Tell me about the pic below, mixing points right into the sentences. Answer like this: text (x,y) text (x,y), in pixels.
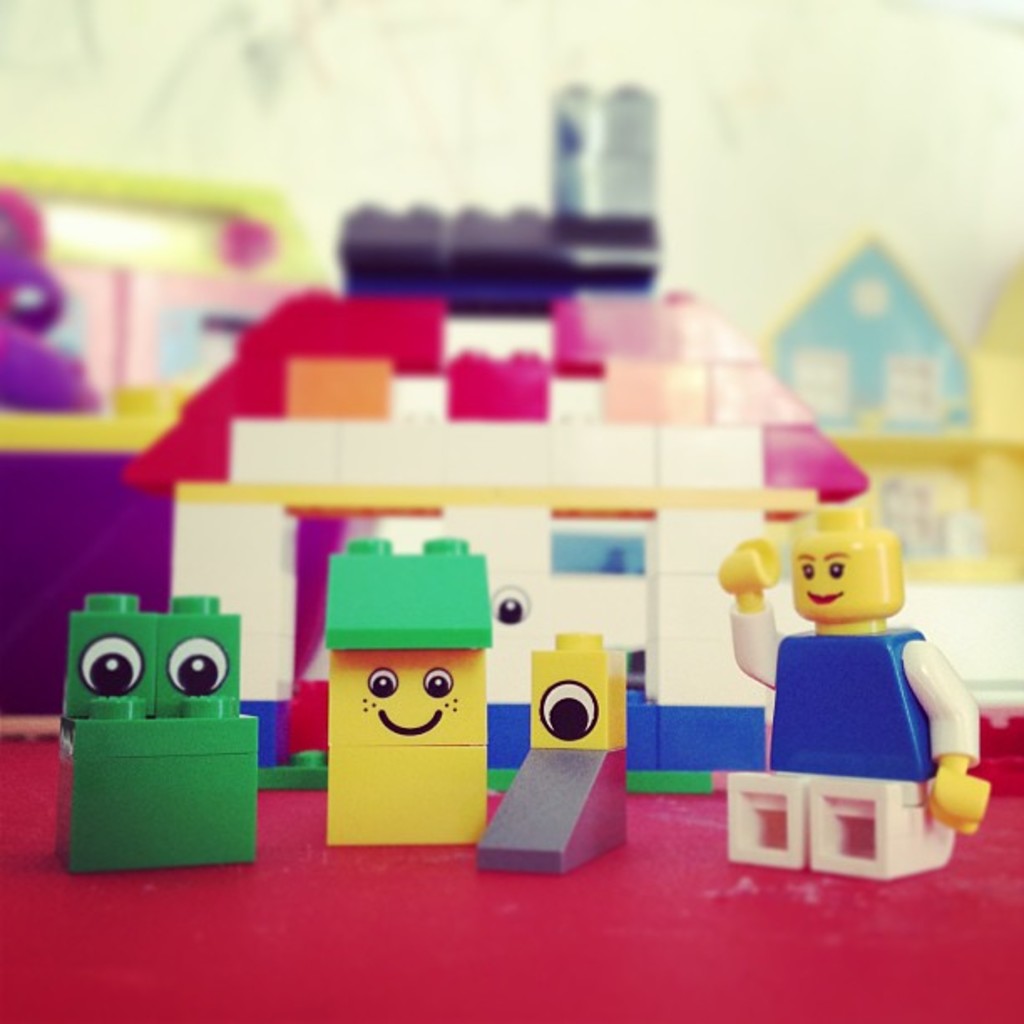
There are toys (283,580) in different colors on the red color surface (664,818). And the background (1008,558) is blurred.
